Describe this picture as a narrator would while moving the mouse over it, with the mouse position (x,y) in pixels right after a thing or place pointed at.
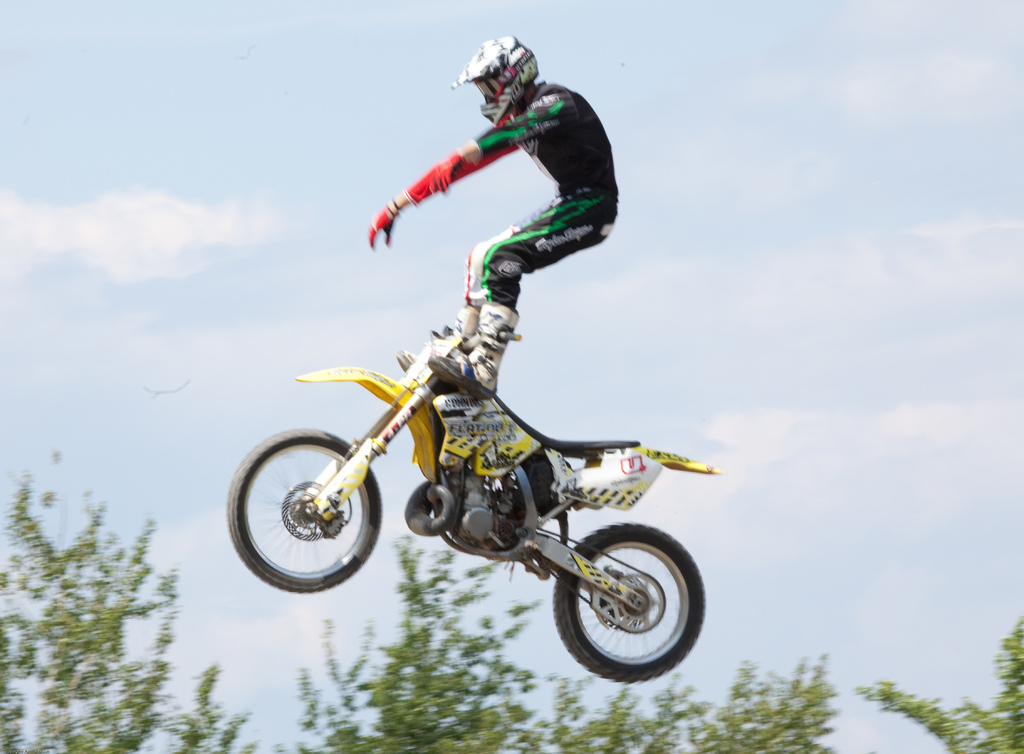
This image consists of a man (501,286) riding bike (438,354). He is wearing a helmet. At the bottom (231,739), there are trees (162,664). At the top (232,188), there are clouds (210,251) in the sky (202,275).
